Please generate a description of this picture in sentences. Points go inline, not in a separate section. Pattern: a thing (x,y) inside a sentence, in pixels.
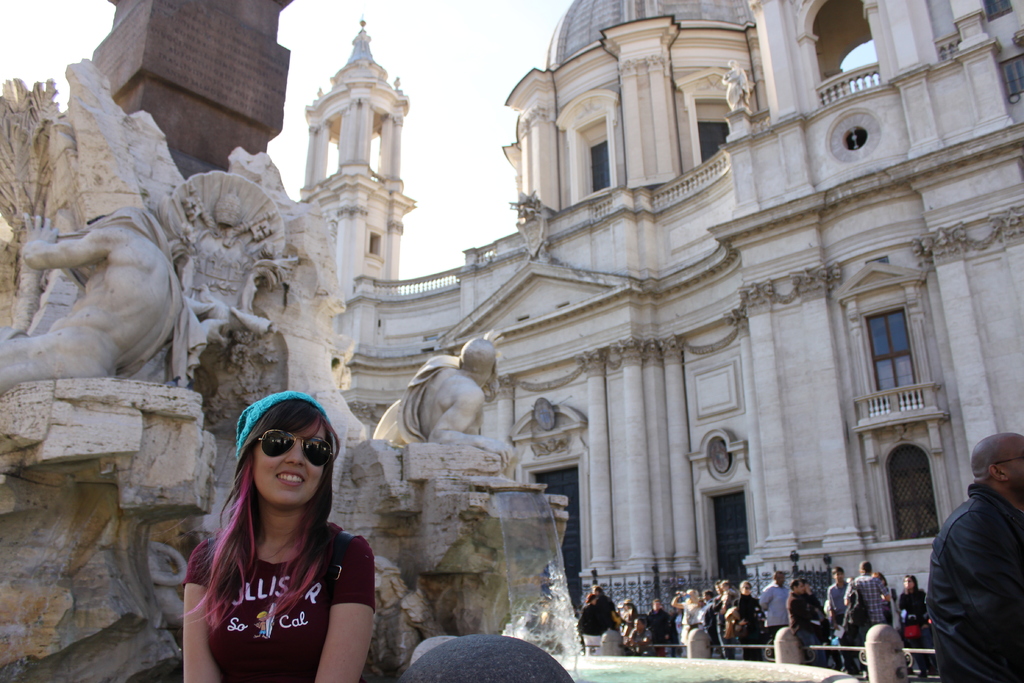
As we can see in the image there are few people (749,593) here and there, sculptures (108,289), buildings (705,202) and sky (453,237).
